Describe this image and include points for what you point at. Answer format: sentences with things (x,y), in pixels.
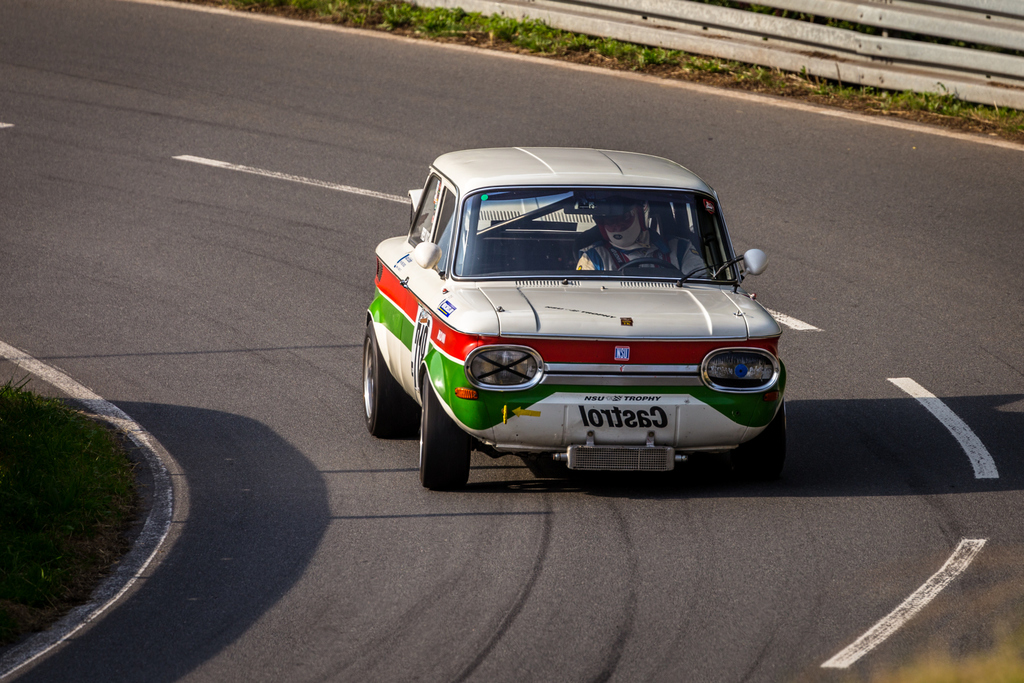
In this image a person (616,257) is sitting in a car (640,274) and driving a car (569,273), A car (601,340) is in multiple color.
